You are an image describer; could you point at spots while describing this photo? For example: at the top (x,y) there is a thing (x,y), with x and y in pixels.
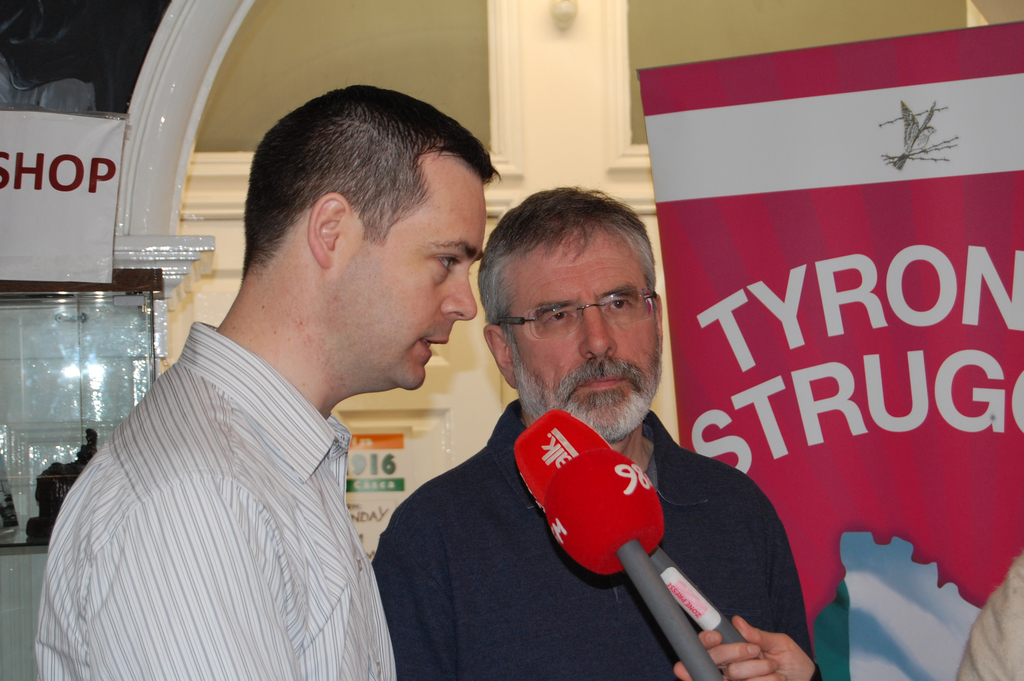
In this picture we can see few people (380,277), in the middle of the image (538,320) we can see two men (398,359), in front of them we can see microphones (546,460), in the background (801,139) we can see a hoarding (801,139) and few posters (55,195) on the wall (430,397).
